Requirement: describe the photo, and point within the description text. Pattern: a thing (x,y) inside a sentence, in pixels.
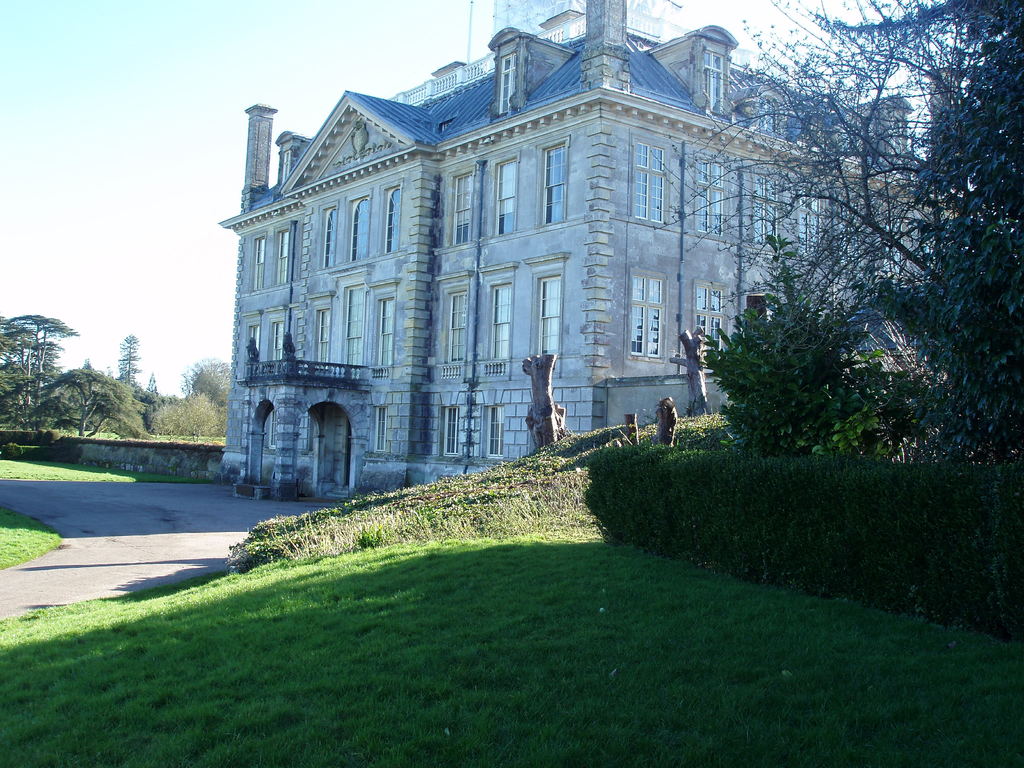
In this picture we can see grass (686,564) and few trees (963,370), and also we can see a building (592,297) in the middle of the image (436,306).
